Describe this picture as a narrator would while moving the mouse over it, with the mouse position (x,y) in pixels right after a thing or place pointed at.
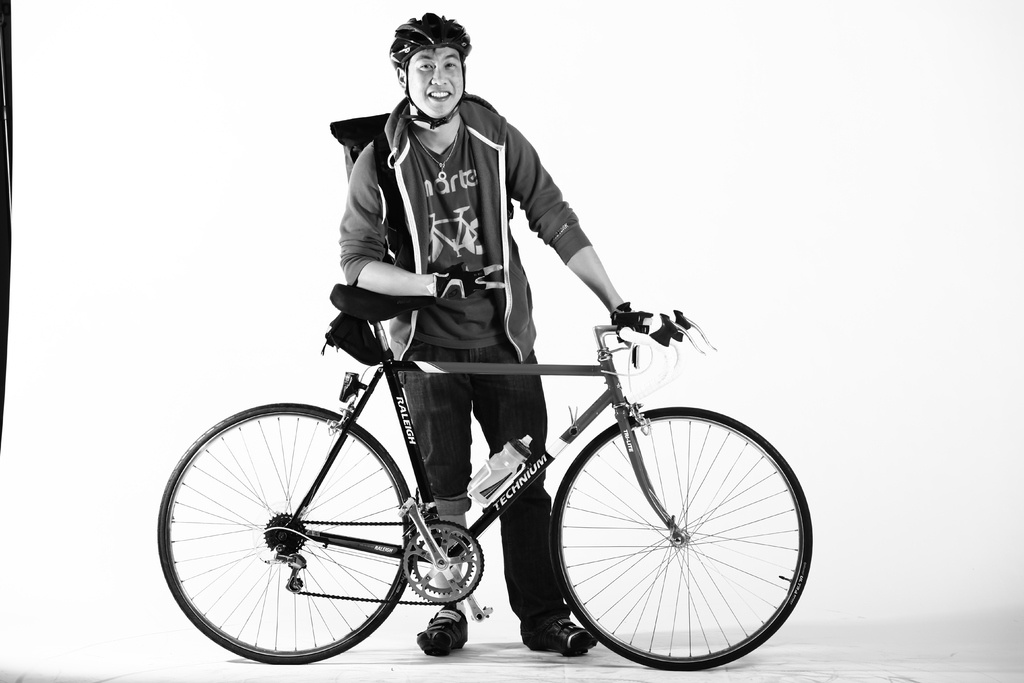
This looks like a black and white image. I can see the man (456,219) standing and holding a bicycle (627,443). This is a water bottle (497,486), which is fixed to a bicycle (573,433). The background (147,201) looks white in color.
